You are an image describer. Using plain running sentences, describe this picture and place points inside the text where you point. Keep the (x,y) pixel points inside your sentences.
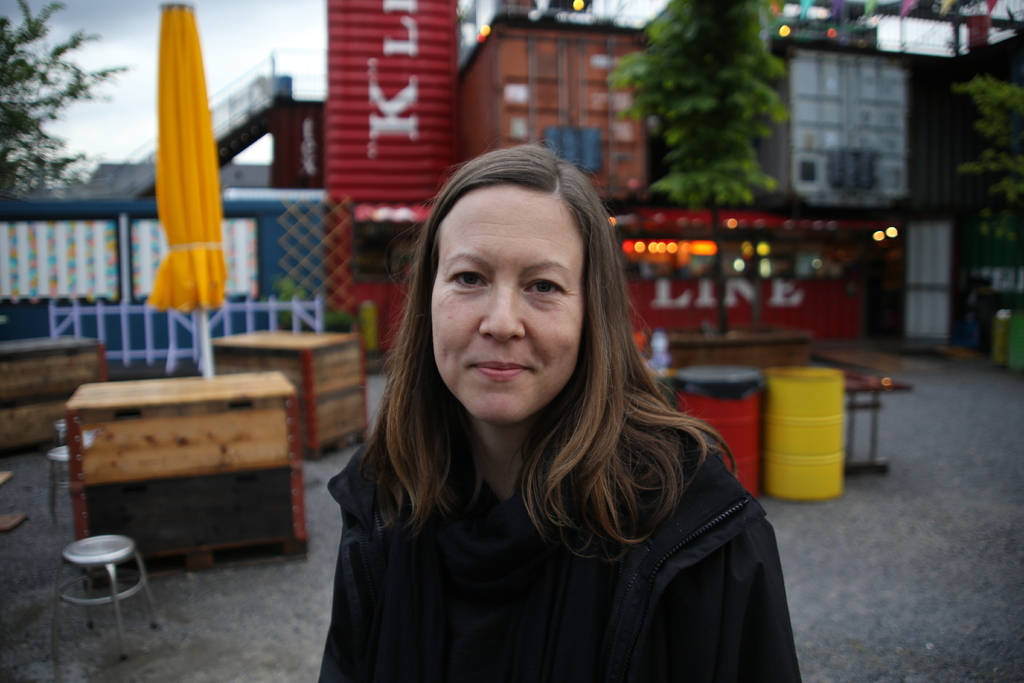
In this image in the foreground (468,364) there is one woman (490,458) smiling, and in the background (894,307) there is umbrella (195,215), wooden boxes (208,426), barrels (814,451), buildings (866,166), trees (757,172), lights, stool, tables (853,385) and some objects (883,382). At the bottom (254,613) there is walkway (958,569).
